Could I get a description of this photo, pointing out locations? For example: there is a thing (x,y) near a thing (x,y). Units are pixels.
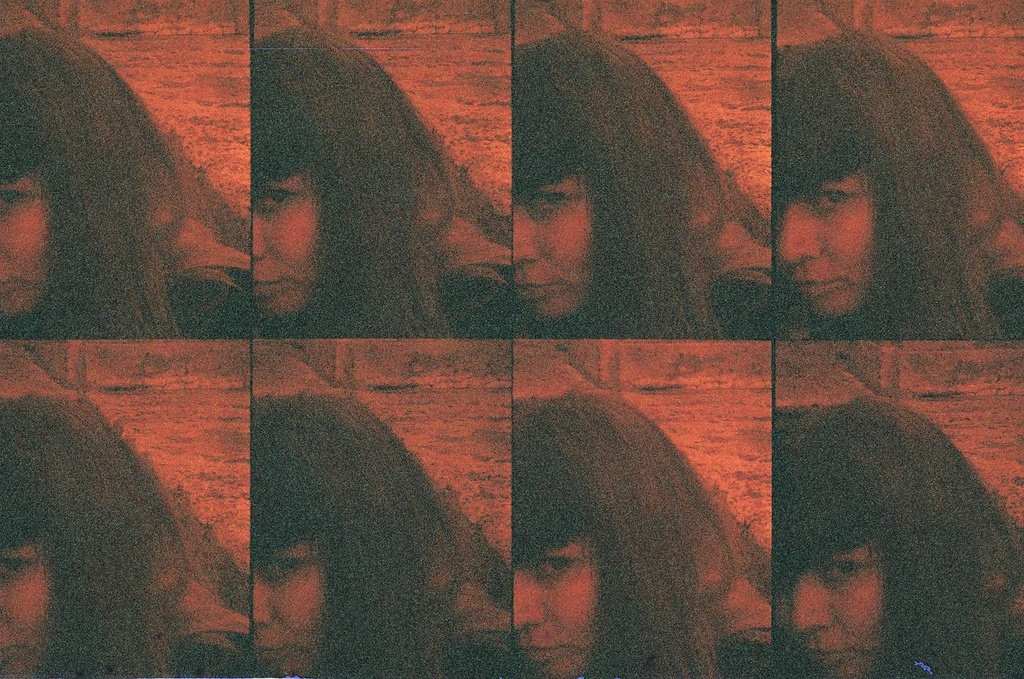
This is a collage image. In this picture we can see a lady (641,637). In the background of the image (181,17) we can see the wall (181,17).
